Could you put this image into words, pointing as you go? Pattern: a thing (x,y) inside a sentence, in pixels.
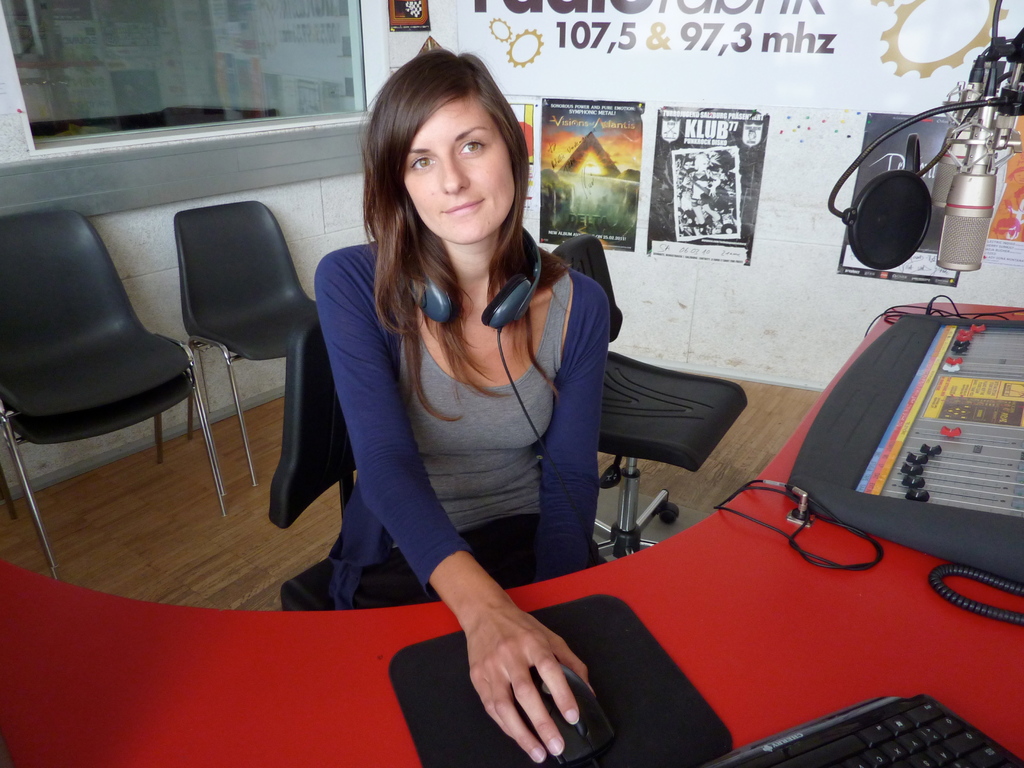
In this image I can see a woman (346,318) is sitting on a chair (300,414). I can also see a headphone (534,269) around her neck (461,279). On this desk (758,642) I can see a mouse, a keyboard (896,725), a mic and a machine (933,456). In the background (71,376) I can see few more chairs (116,316) and few posters (761,140) on this wall (750,269).
